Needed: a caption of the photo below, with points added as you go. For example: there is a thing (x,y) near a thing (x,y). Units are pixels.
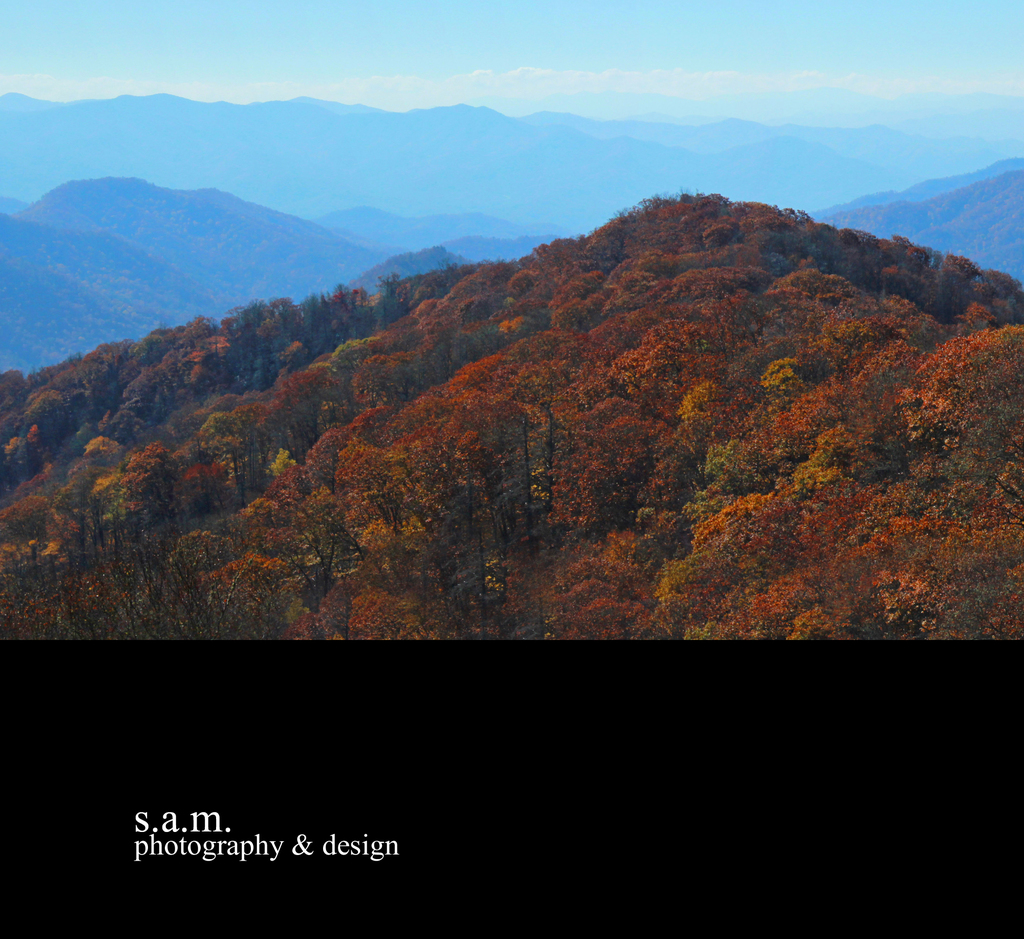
In this image I can see few trees (693,469) which are orange, red, yellow and green in color. In the background (28,271) I can see few mountains (299,186) and the sky (464,102). I can see few words (369,848) written on the bottom of the image (211,839) with white color.
